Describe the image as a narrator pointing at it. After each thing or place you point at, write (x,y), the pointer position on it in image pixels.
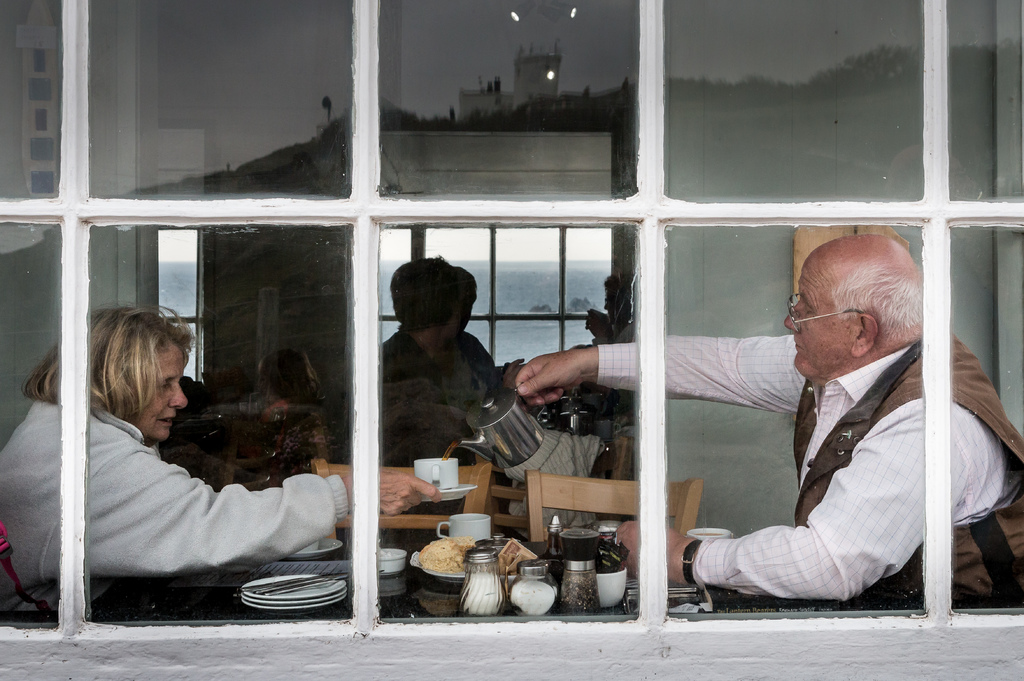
In this image we can see group of persons (103,357) are sitting, in front there is a table (401,538), and plates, cups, and some objects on it, there is a window (80,189), there is a sky (492,43).
